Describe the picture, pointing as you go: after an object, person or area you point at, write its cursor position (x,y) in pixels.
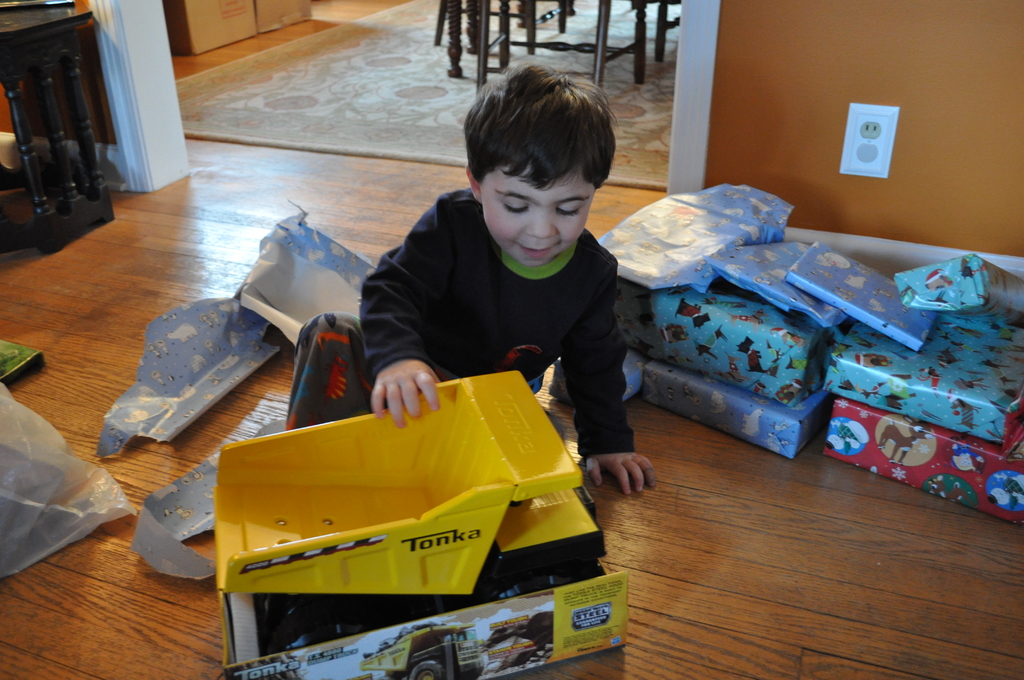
A boy (590,426) is playing with the toys (529,465), he wore t-shirt (369,353), trouser (362,357).
